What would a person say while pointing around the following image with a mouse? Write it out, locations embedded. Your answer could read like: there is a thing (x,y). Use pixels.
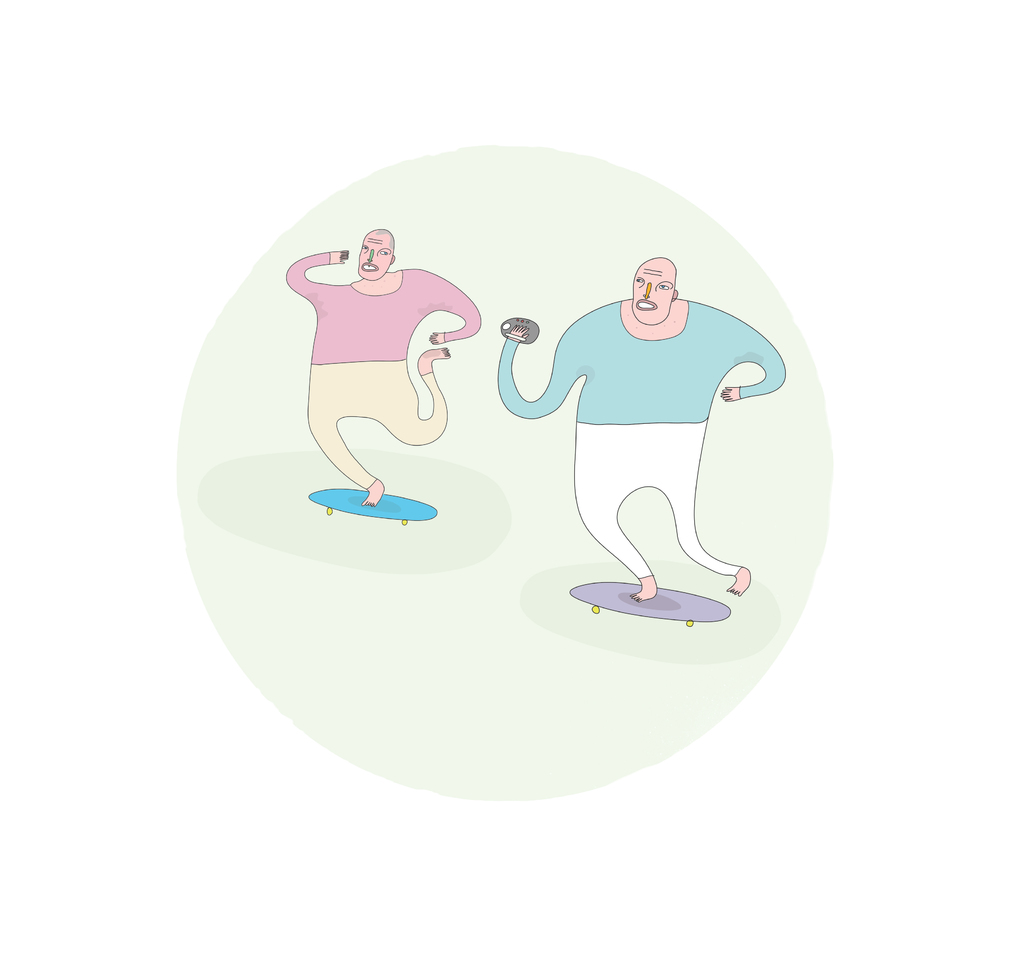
In the center of the image (665,381) there are depictions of persons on the skateboard (659,594).
